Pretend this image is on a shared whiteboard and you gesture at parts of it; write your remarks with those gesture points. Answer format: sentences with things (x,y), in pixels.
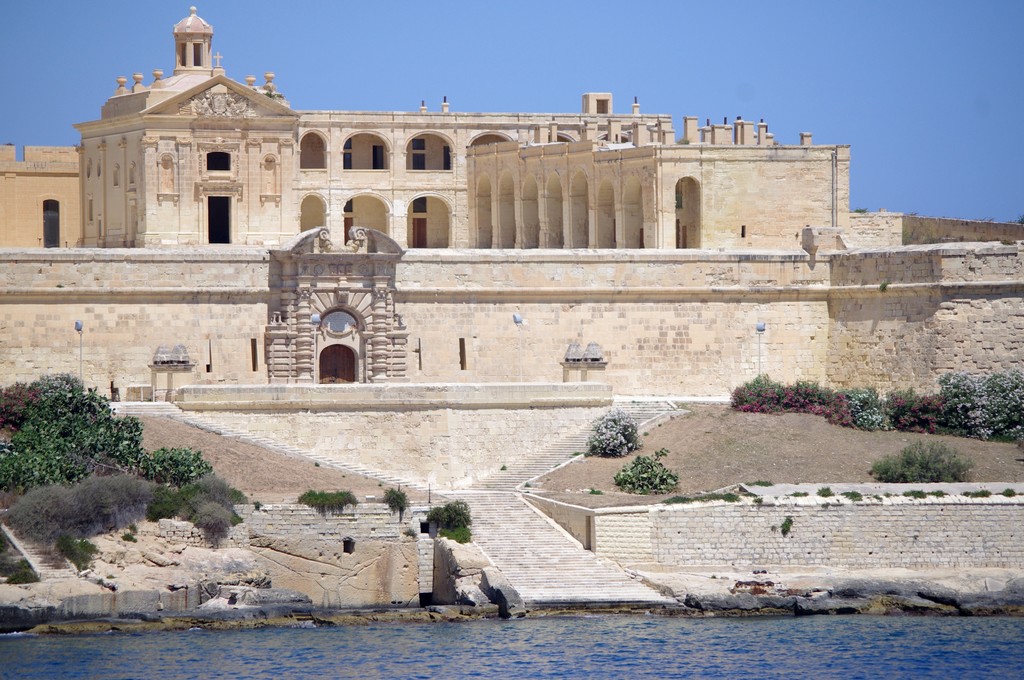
In the given image i can see a heritage building (325,284), plants (1013,398), water (201,645), stairs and in the background (588,65) i can see the sky (610,80).
